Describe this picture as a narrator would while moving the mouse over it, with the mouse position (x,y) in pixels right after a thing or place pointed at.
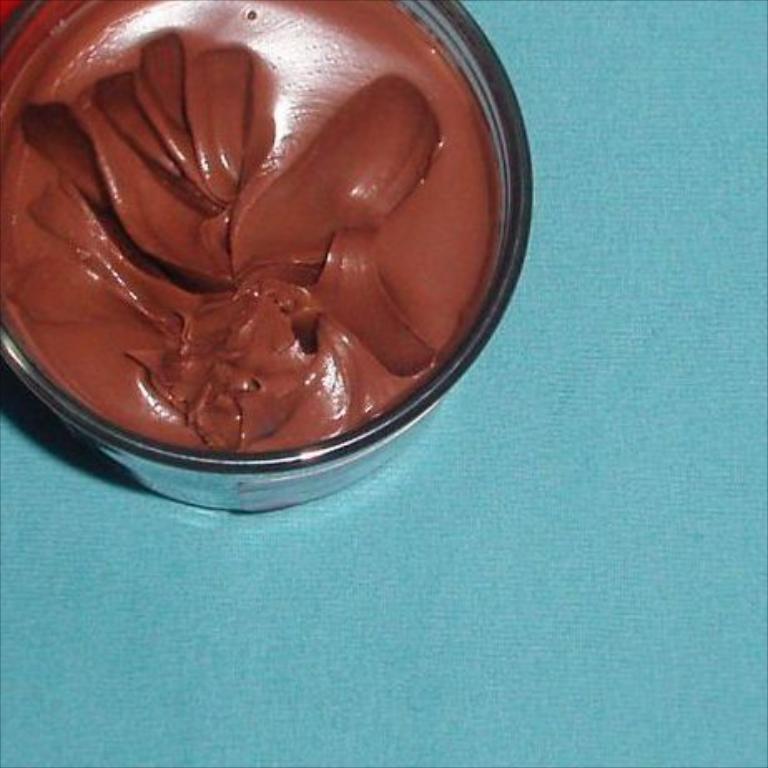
In this image we can see a food item (253,257) in the bowl (342,486), which is on the blue colored surface (486,475).
